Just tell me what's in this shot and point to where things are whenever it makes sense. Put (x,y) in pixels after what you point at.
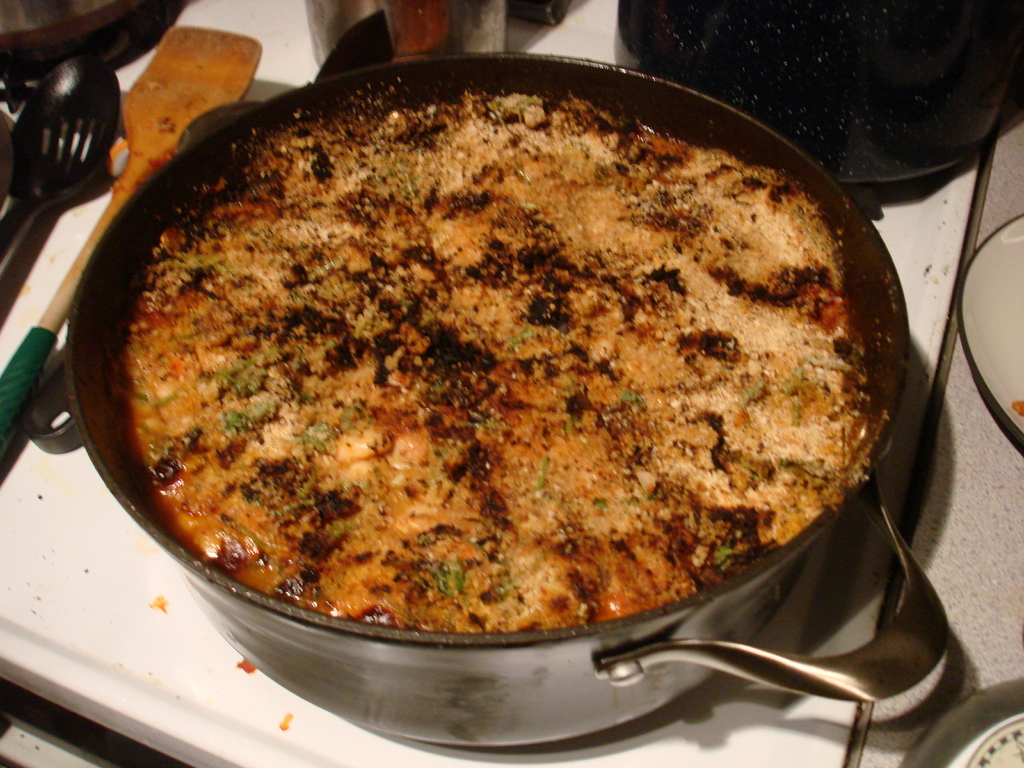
In this picture, we see a bowl (315,685) containing the food (314,500) is placed on the white table (147,574). We see the spoons (92,244), vessels (816,87) and plates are placed on the table (126,571).
